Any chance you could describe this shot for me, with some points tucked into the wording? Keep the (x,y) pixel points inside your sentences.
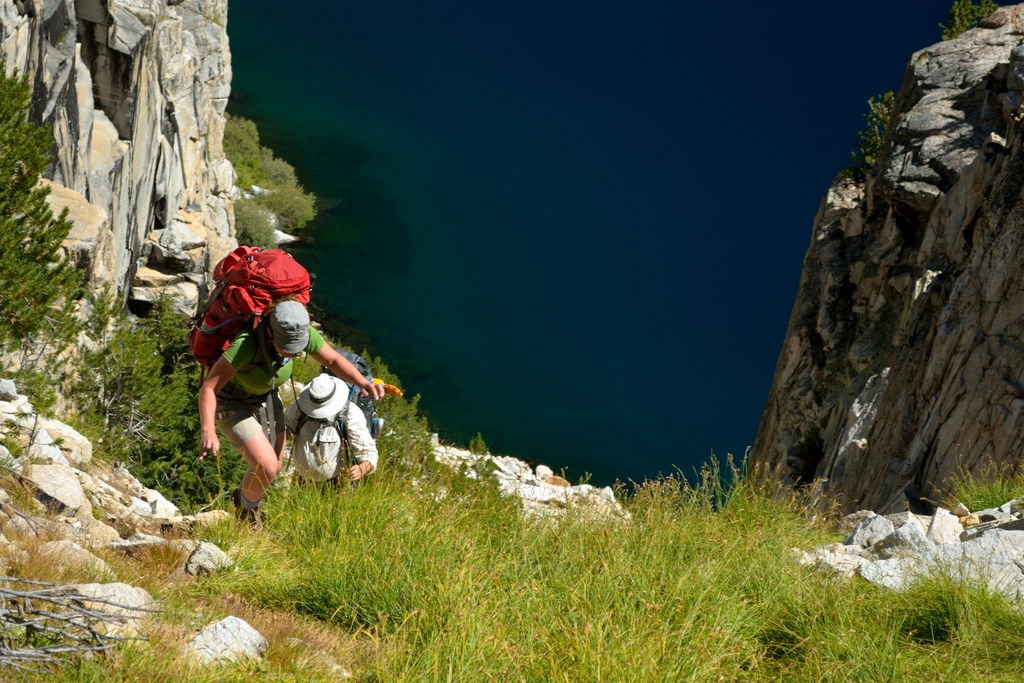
In this image we can see, there are two people (367,391) climbing and wearing heavy bags (364,371) and the background (530,284) is the water (539,231).
